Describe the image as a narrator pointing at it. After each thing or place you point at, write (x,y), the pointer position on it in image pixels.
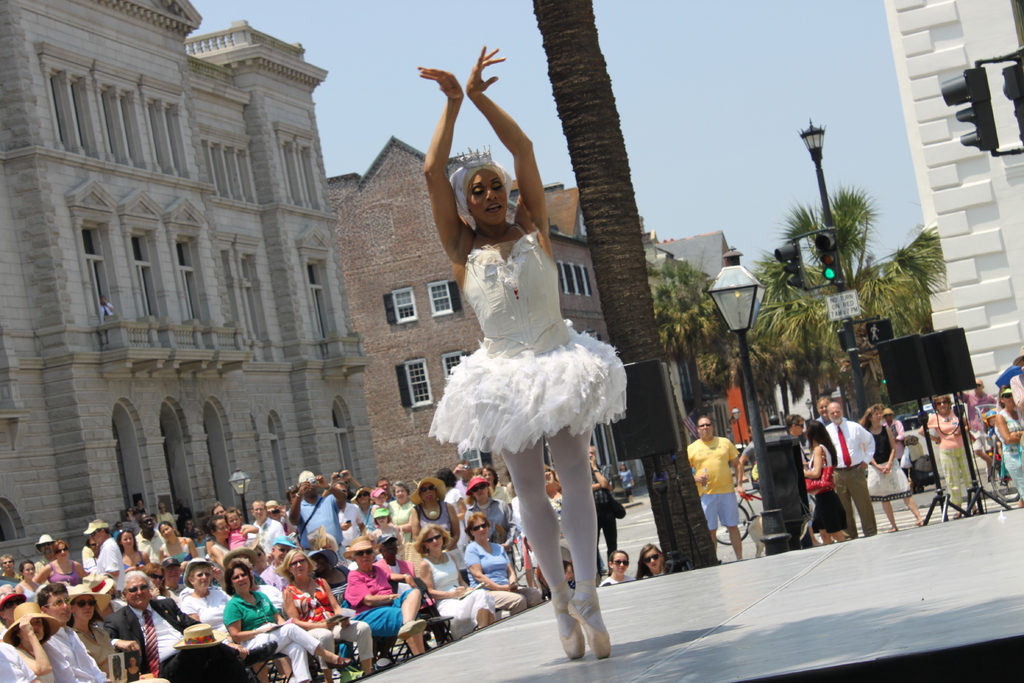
In this image we can see a lady person (518,264) wearing white color dress (528,282) dancing and there are some group of persons (405,632) sitting, some are standing, there are some sound boxes (939,348) and in the background of the image (704,281) there are some trees (692,337), buildings (948,191) and clear sky (516,106).
